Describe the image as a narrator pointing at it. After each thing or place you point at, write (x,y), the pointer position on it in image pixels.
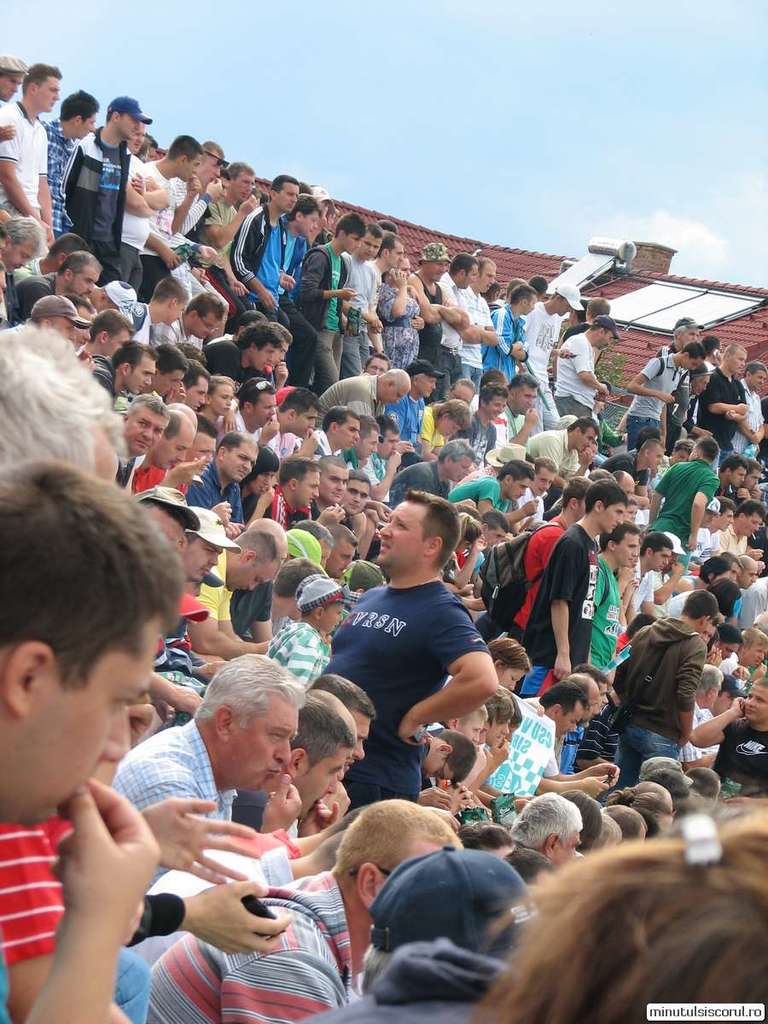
In this picture we can see some people (378,277) standing here, there are some people (367,478) sitting here, we can see roof top (520,267) here, there is the sky (560,108) at the top of the picture (560,108).
